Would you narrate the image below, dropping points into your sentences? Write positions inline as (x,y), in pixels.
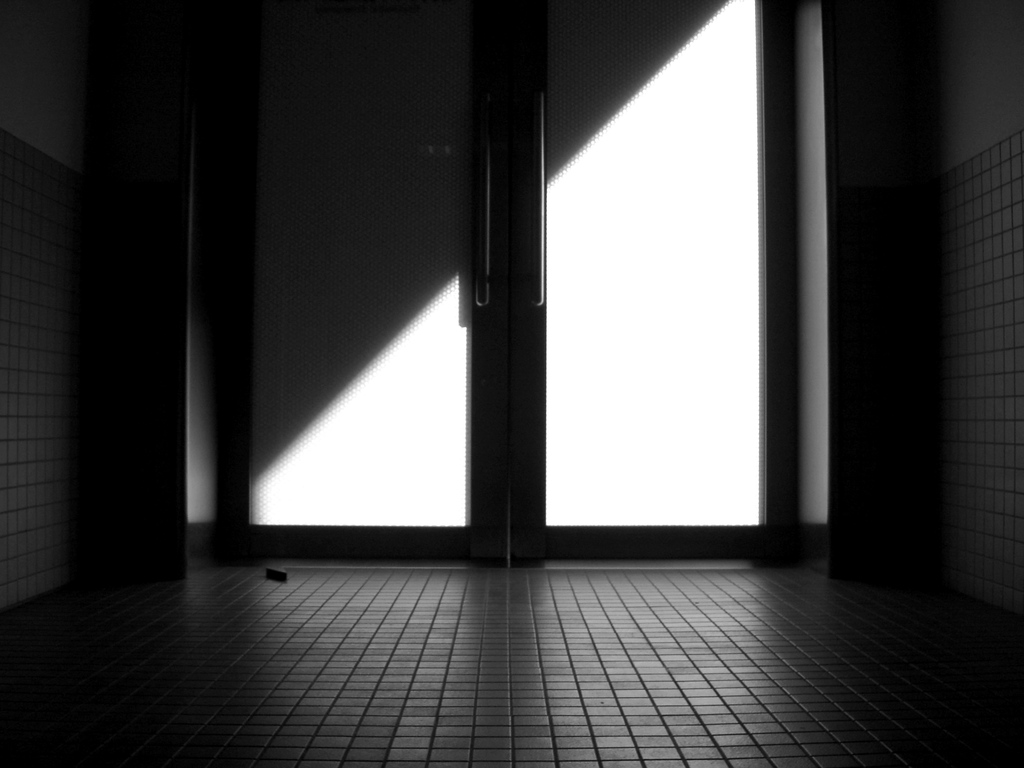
This is a black and white picture. In this picture we can see a door (399,251). On either side of the door (266,218) we can see the walls (876,242). At the bottom portion of the picture (691,677) we can see the floor (447,652).
